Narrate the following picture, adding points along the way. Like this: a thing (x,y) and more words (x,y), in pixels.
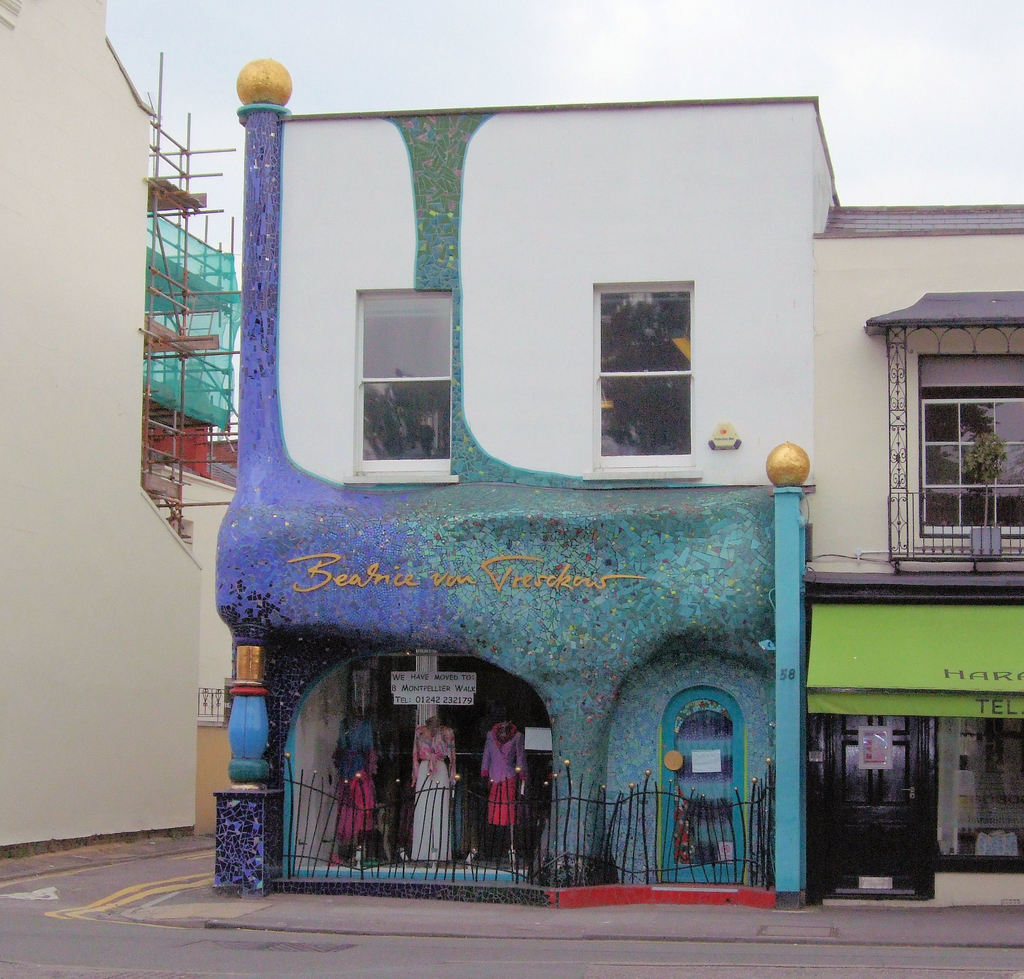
In this picture there are few buildings (540,498).
